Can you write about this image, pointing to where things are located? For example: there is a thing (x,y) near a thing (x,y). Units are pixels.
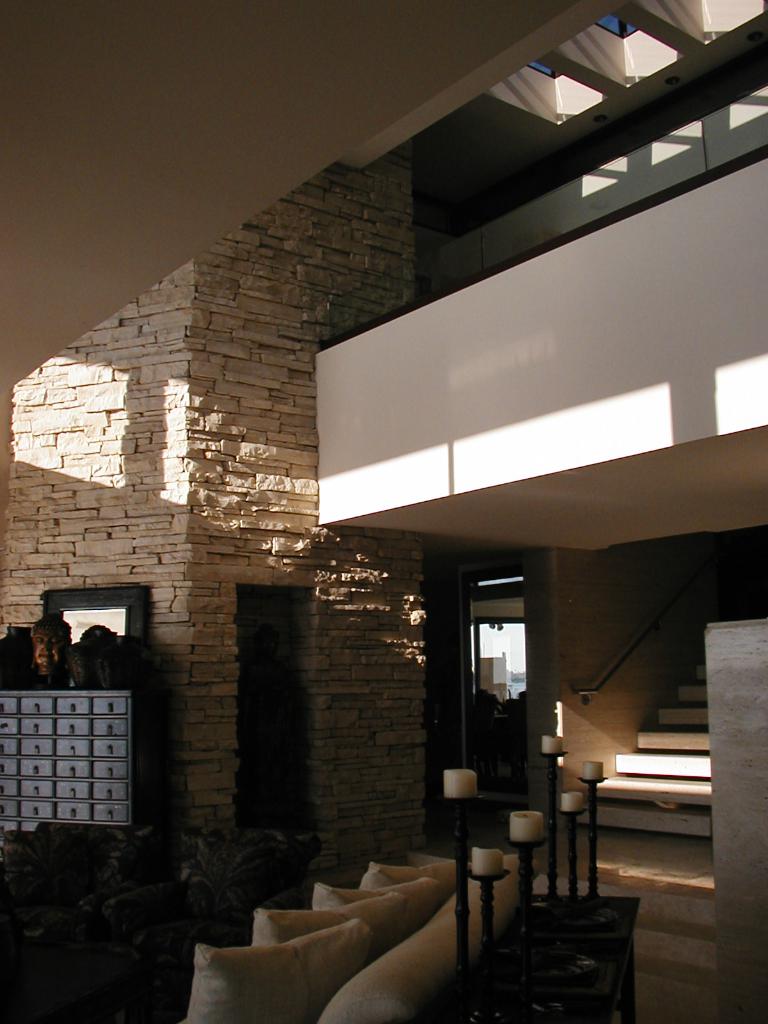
In this image we can see an inner view of a living room (386,829) containing a sofa (357,1002) with some pillows (282,923), some candles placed on the table (602,957), stairs (702,798), a door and a cupboard (101,725).
